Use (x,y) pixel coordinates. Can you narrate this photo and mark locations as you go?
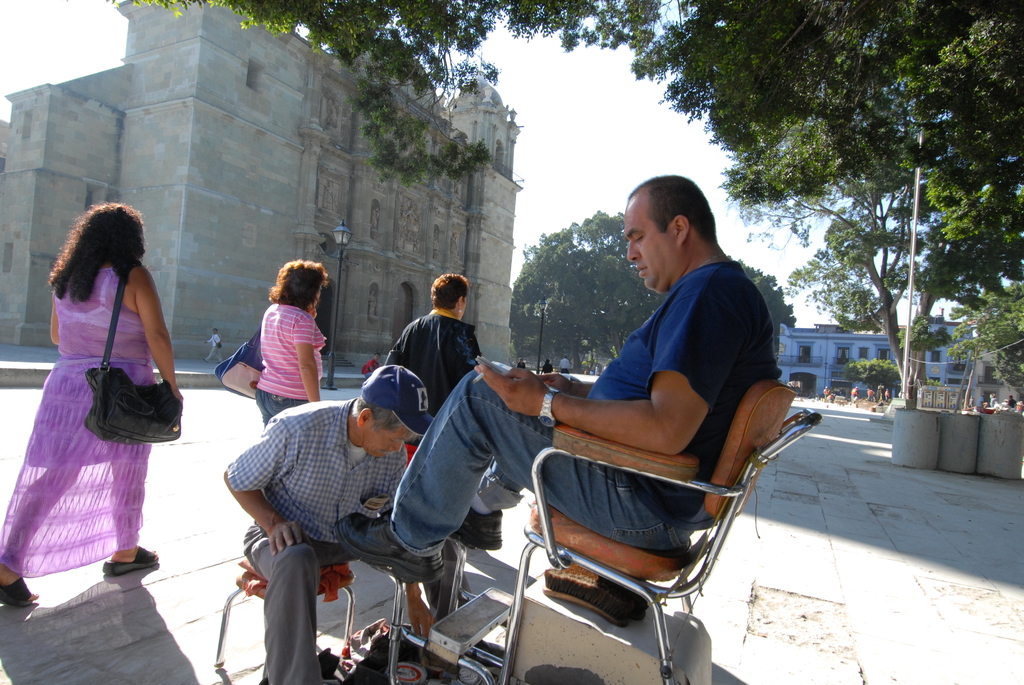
In this picture we can see some people (419,347) where this person (711,315) is sitting on chair (559,449) and here person (333,534) sitting on stool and this three persons (75,405) are walking on road (84,610) and in background (329,201) we can see building (332,213), lamp (331,351), pole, tree (646,293), drums (921,438), footpath (900,471).
